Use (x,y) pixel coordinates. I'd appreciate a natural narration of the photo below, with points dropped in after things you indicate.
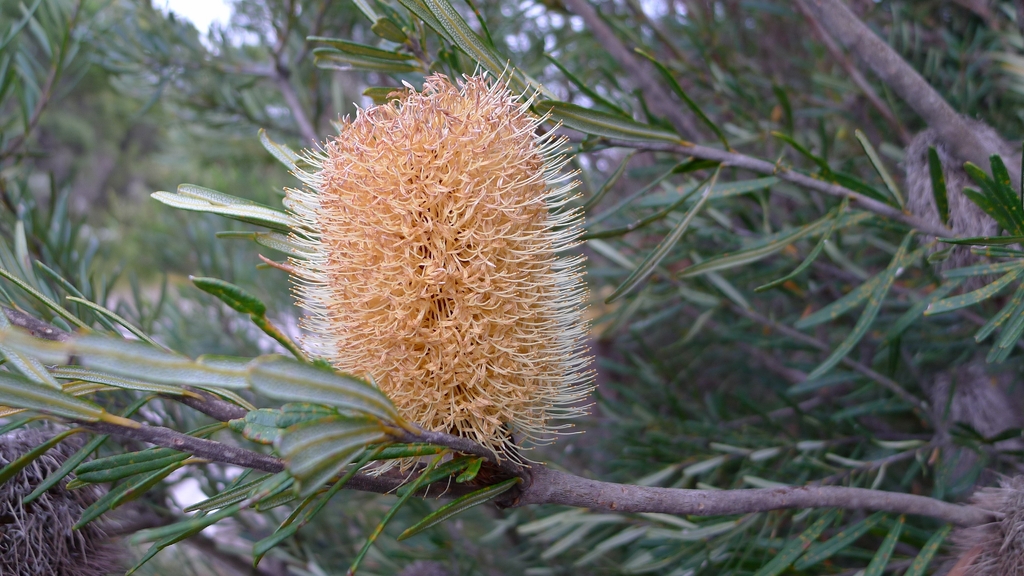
Here we can see flower (317,194) and we can see leaves (451,472) and stems (415,473). background (143,154) it is green.
